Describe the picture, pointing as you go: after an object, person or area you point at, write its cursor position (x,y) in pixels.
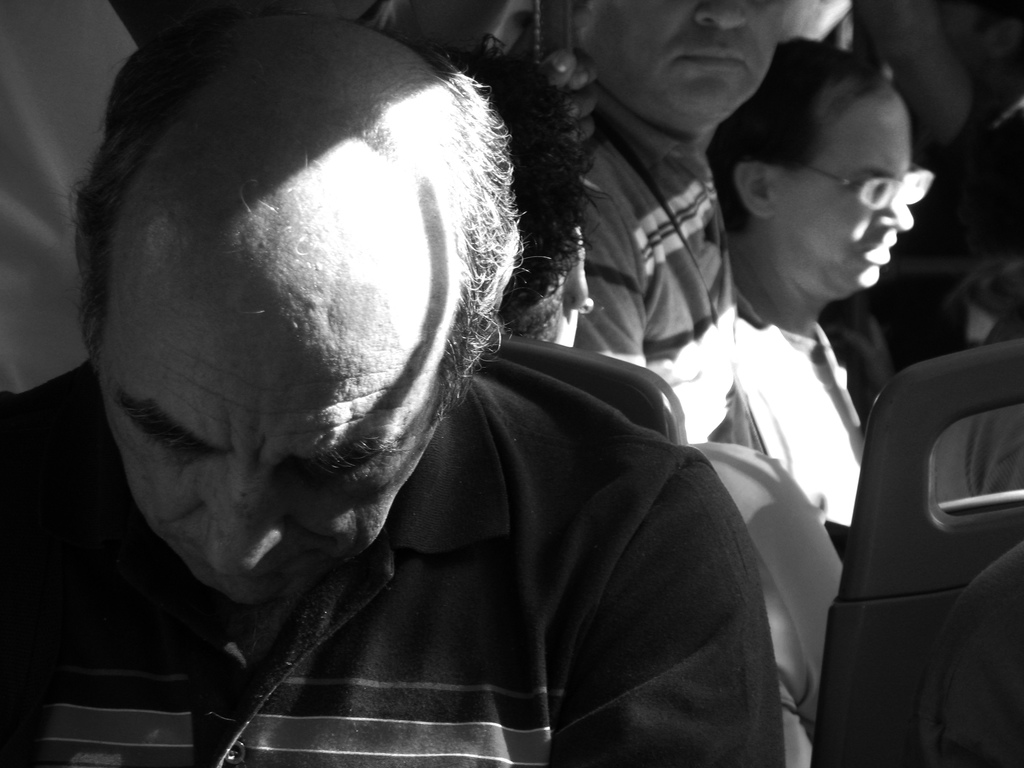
This is a picture taken in a crowded bus (872,479). In the foreground (881,519) there are seats (916,542) and a person (421,522) sleeping.
